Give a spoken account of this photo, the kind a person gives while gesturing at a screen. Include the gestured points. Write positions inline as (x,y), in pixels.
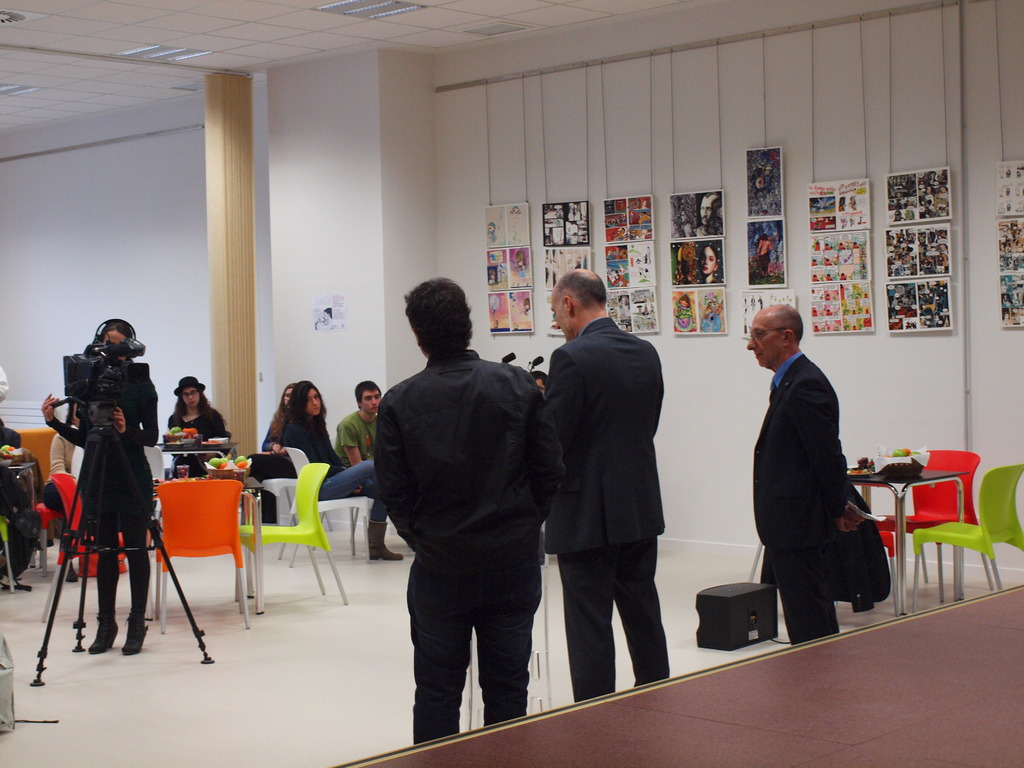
In this image I can see group of people (437,523) among them some are standing and some are sitting on chairs (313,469). I can also see some tables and chairs (182,528) on the floor (154,586). Here I can see microphones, a person (122,416) is standing beside a video camera (105,360). Here I can see a wall (733,203) which are some photos (760,253) on it. I can also see black color object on the floor (311,633). Here I can see lights (181,57) on the ceiling (210,49) and a pillar (222,246).
